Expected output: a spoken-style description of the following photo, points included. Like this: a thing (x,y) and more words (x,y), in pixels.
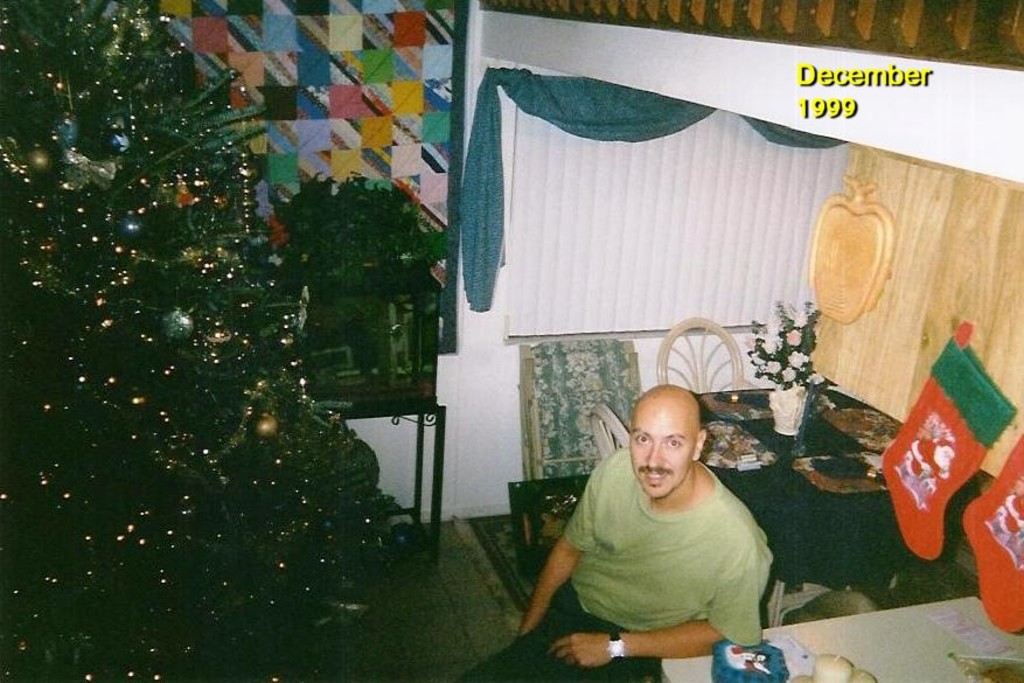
In this image I can see the person (539,596) with the green and black color dress (548,625). On both sides of the person (671,504) I can see the tables (734,479). On the tables (721,468) I can see the flower pot (794,393) and some objects (872,678). To the right (923,518) I can see the green and red color objects (931,507). In the background (600,147) I can see the curtain (607,126). To the left (152,340) I can see the tree (178,557).
